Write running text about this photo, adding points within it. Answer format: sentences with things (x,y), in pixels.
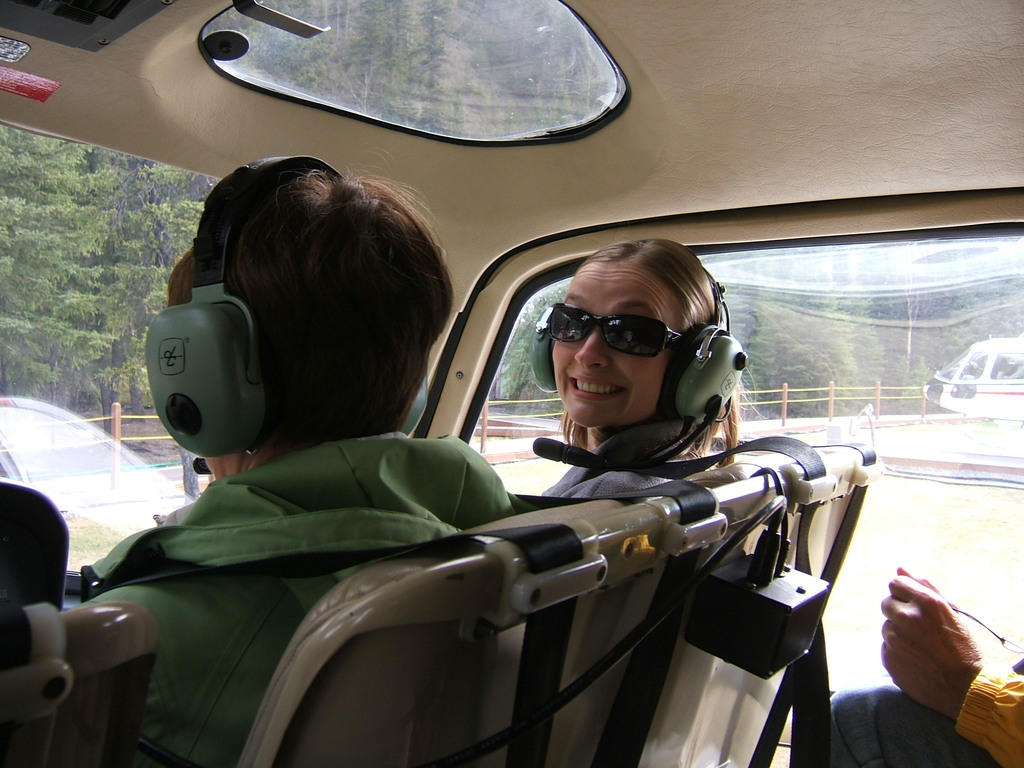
In this picture we can see people (201,553) inside of a vehicle (647,615) and in the background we can see a helicopter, fence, trees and some objects (780,532).
